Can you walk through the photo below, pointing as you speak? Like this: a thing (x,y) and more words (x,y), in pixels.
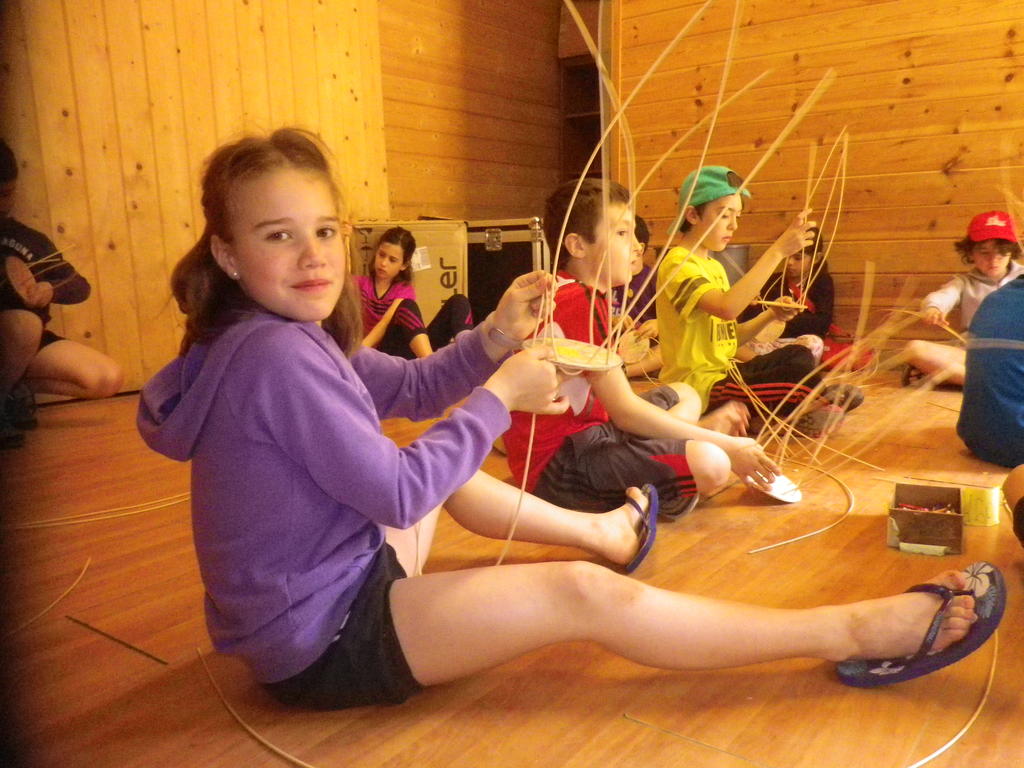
This picture is clicked inside the room (506,474). In the center (372,456) we can see the group of children (372,320) holding some wooden objects (604,350) and sitting on the ground (953,471) and there are some objects (964,487) placed on the ground (944,683). In the background (746,34) we can see the wall (432,87) and some other objects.
